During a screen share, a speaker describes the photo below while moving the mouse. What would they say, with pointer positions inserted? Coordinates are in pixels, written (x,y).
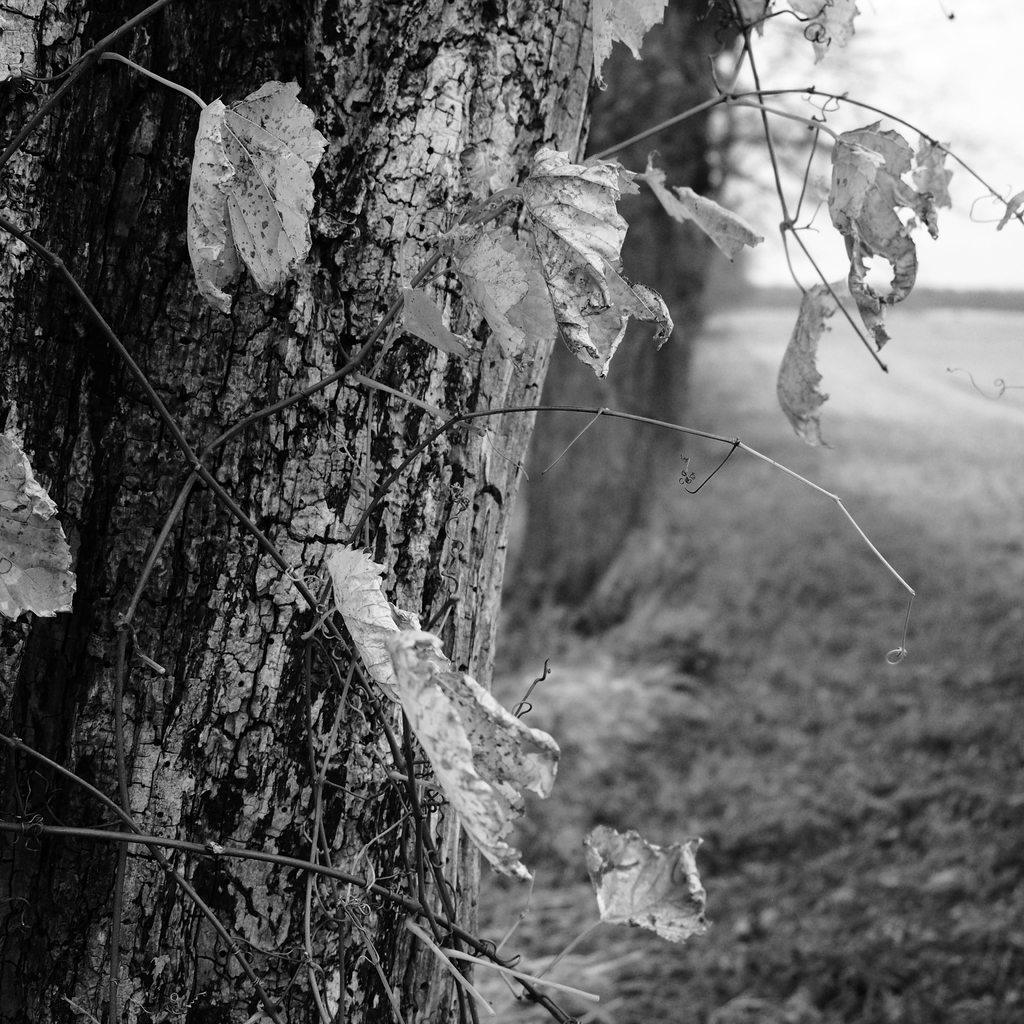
This is a black and white image. In the image on the left side (296,164) there are dry leaves (467,790) and also there is a tree trunk (428,532). Behind them there is a blur background (877,22).
